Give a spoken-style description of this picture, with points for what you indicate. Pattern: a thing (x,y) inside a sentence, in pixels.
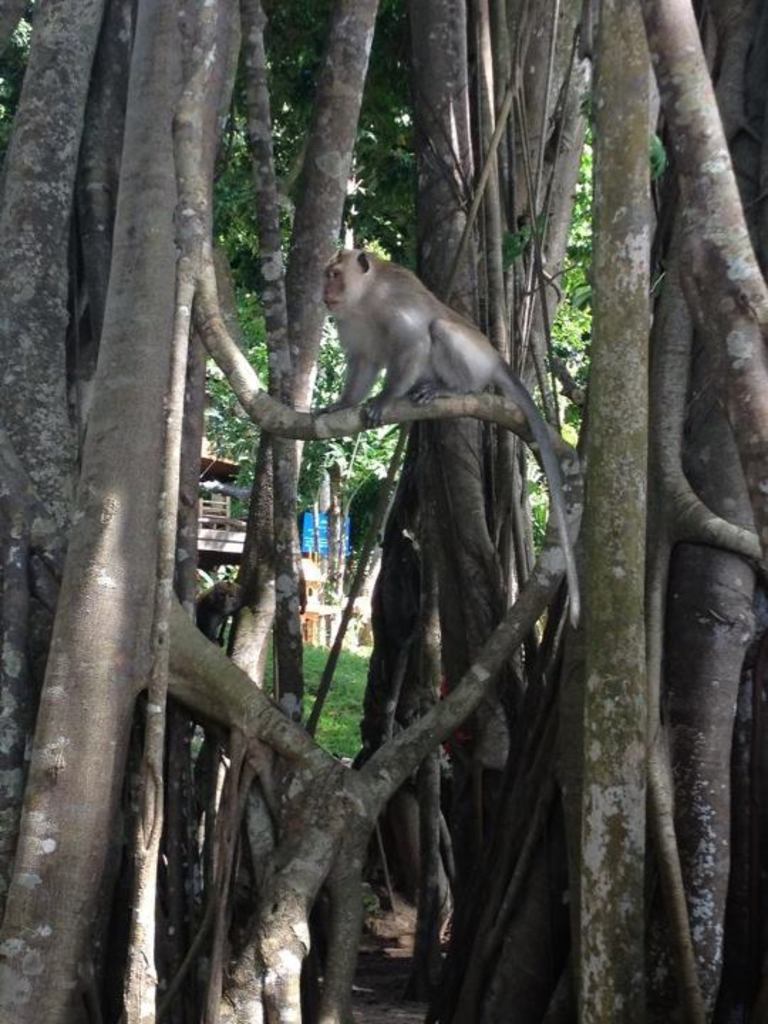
In this image we can see a monkey (409,388) is sitting on the branch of a tree (395,496). In the background (378,471) there are trees (241,569), building (224,525), board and grass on the ground (381,986).
